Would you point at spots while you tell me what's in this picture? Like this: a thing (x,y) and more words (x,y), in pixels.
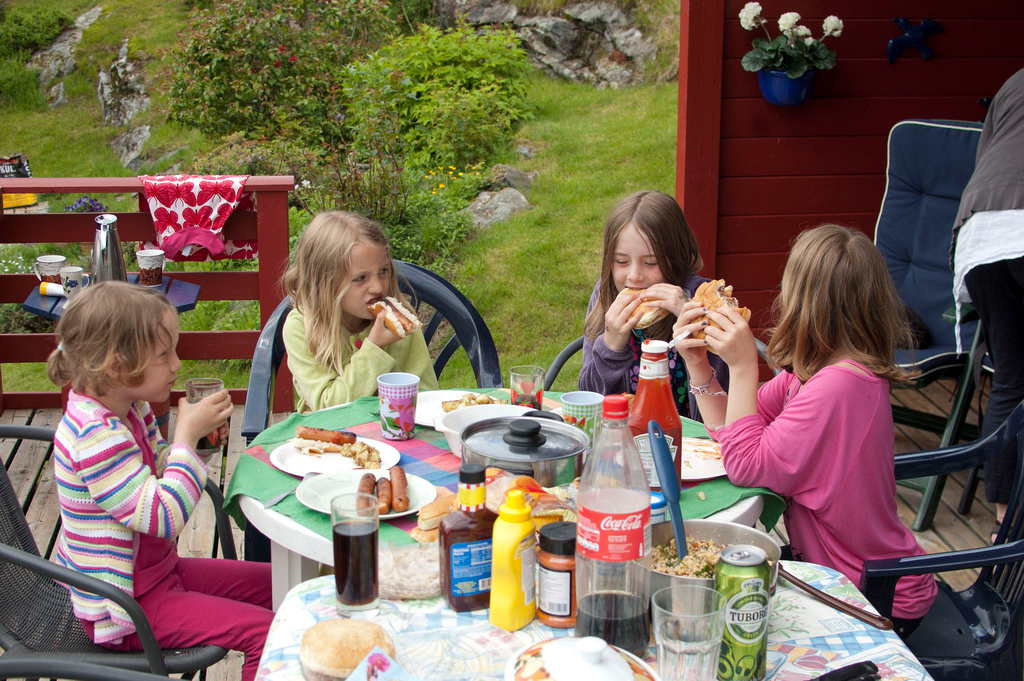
In this image I can see four persons (803,270) sitting in the chair (979,454) and eating. In front (608,530) I can see few plates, bottles (593,528) on the table (422,582). Background (307,67) I can see grass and trees (336,102) in green color.
